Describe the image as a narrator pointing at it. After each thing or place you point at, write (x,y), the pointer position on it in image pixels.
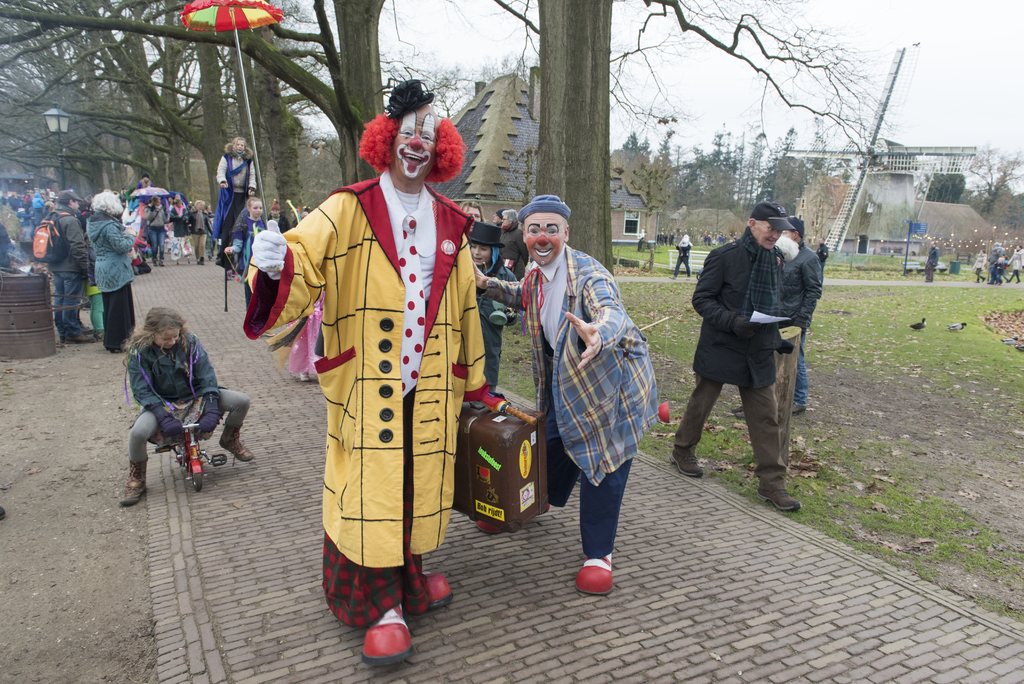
In the image we can see there are many people (600,358) around they are wearing clothes (722,354), some people (569,312) are wearing cap (783,212), shoes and gloves (173,428). This person (160,421) is sitting on the bicycle (188,474), this is a footpath (633,619), suitcase (505,462), umbrella (246,17), sticks (232,266), banner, sand (71,554), birds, grass (920,309), trees (120,17), building (878,190), bench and a sky (921,103). This is a light pole (65,160).
